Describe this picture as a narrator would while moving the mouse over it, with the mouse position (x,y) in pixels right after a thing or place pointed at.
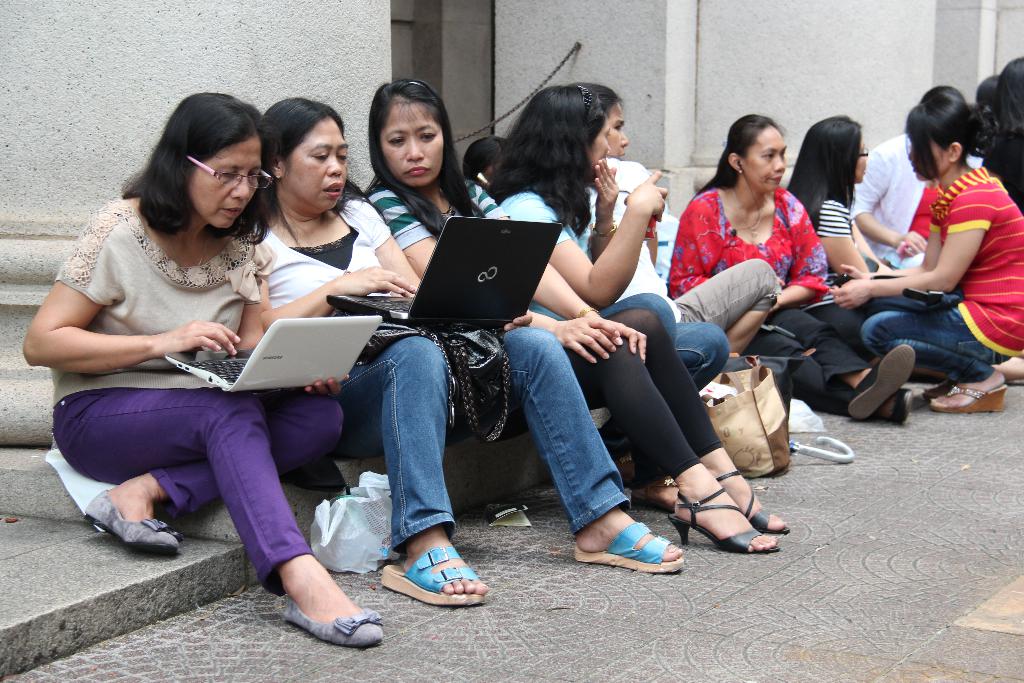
There are group of women (153,340) sitting. Among them two women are holding laptops (334,344). This is the bag (754,422), which is placed on the floor (796,474). These are the pillars (541,42). This looks like an iron chain (533,93), which is black in color.
